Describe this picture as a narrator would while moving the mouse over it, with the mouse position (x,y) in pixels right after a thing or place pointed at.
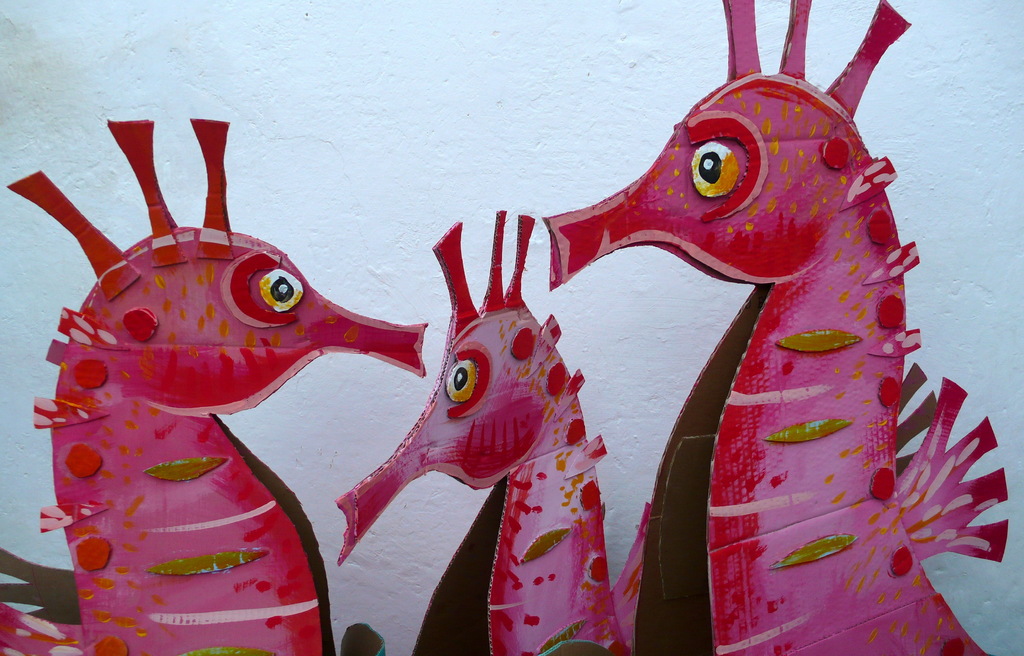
In this image we can see one big white wall (316,455) and three red colored seahorse cutouts (567,495).
